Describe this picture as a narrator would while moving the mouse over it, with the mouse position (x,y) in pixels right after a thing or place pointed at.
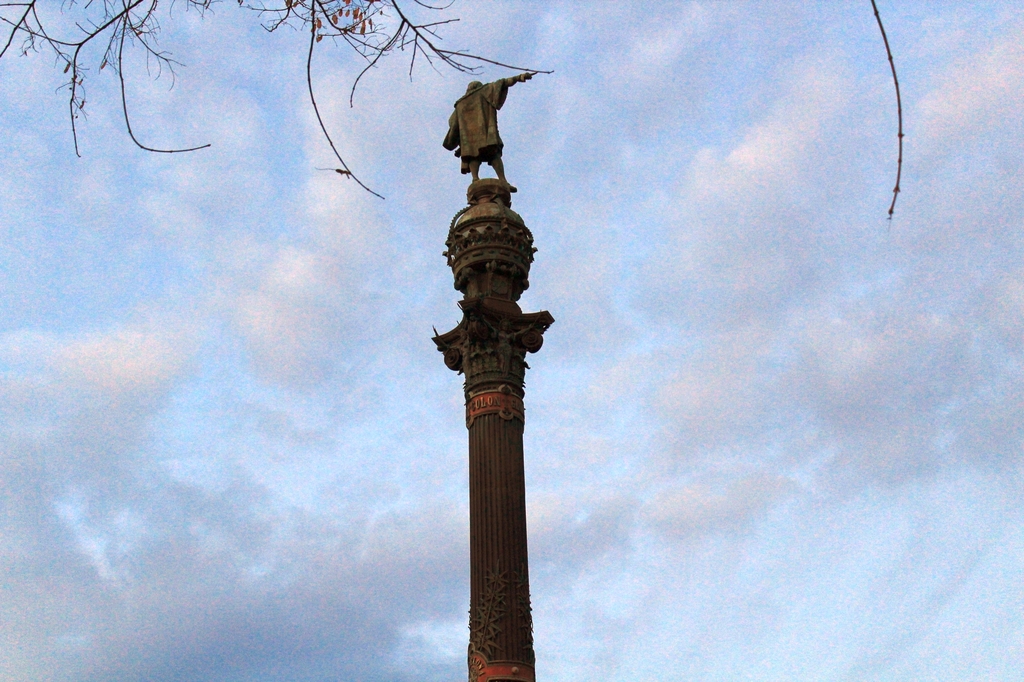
In this image I can see a huge pole (508,464) which is black and orange in color and on the pole (510,207) I can see a statue (497,144) of a person (459,105). In the background (343,98) I can see a tree (359,9) and the sky (229,370).
